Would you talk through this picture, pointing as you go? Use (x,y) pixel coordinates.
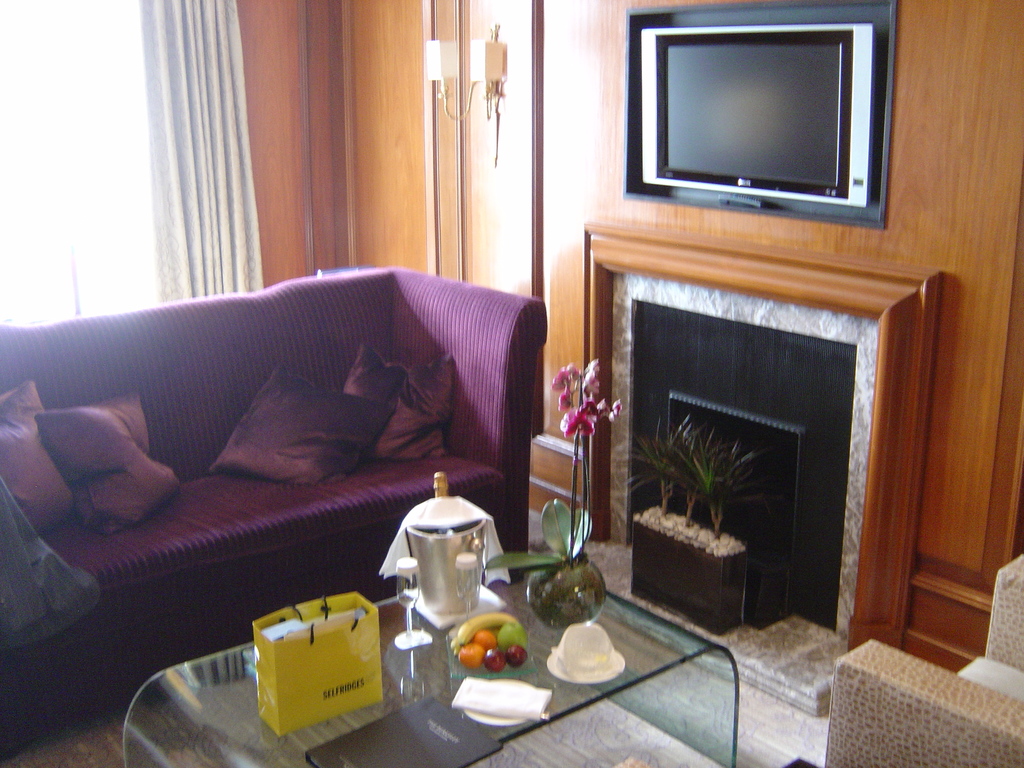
This is an inside view. In this image I can see a couch (215,511) on the left side (315,491). In front of the couch (298,522) there is a table (526,730). On the table (637,655) some fruits (524,643), bag (373,633), glasses (471,586) and one flower pot (551,523) are arranged. On the top of the image (727,89) there is a television (789,125) on the wall (371,117). At the back of the couch (179,331) there is a window (83,198) with a white curtain (166,98).
